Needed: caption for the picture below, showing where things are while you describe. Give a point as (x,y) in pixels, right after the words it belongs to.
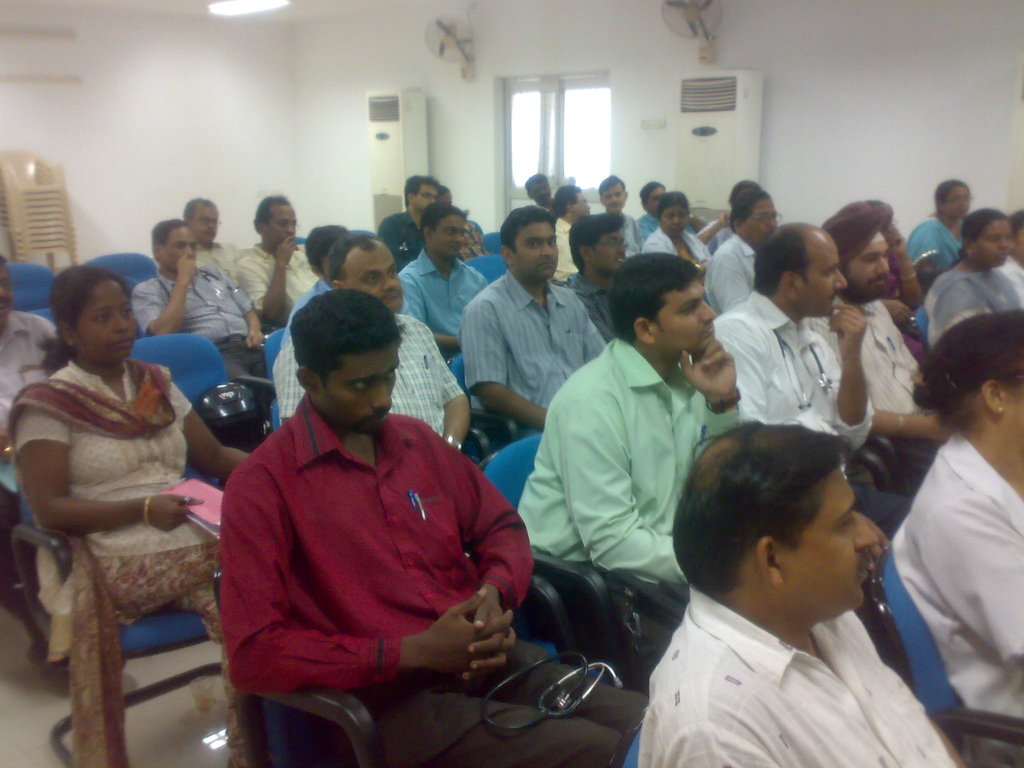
In this image I can see a group of people (449,594) sitting on the chair (521,465).
